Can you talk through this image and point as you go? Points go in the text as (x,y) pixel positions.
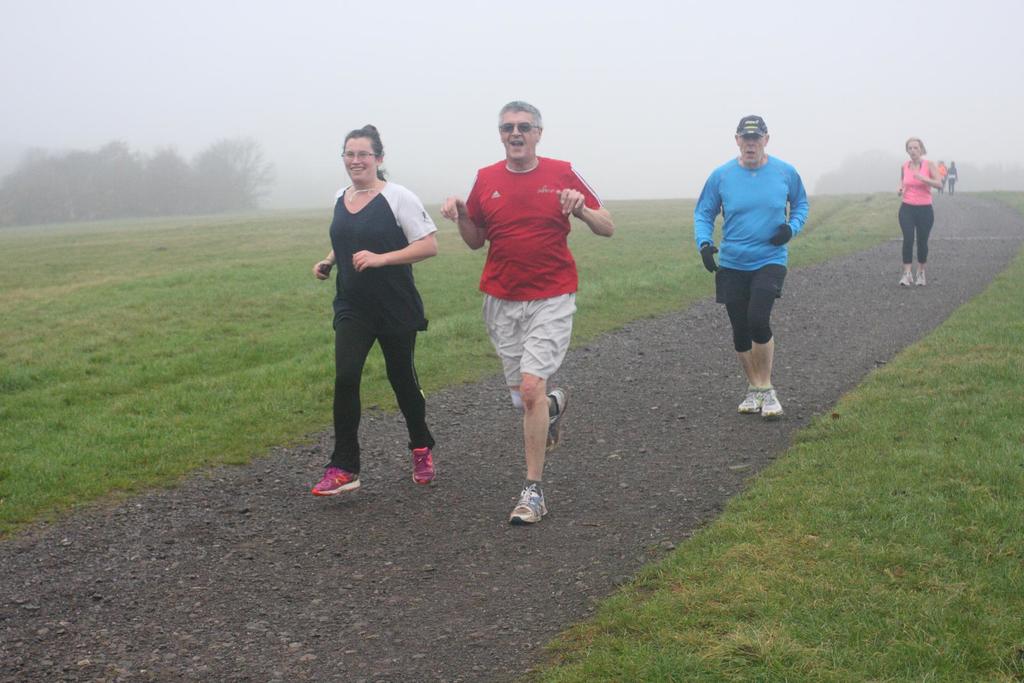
In this picture, there is a lane (248,603) in the center (572,414). On either side of the lane (503,427), there is grass (776,557). On the lane (394,425), there are people (912,206) running. Towards the left (340,236), there is a woman (378,268) wearing black clothes (362,289). Beside her, there is a man (584,219) wearing red t shirt (547,243) and white shorts (547,325). Towards the right (741,275), there is another man (731,199) wearing blue t shirt (748,211) and black short (759,280). Towards the right corner (927,215), there are people (917,228). In the background (576,68), there are trees (858,187) and sky (560,77).
